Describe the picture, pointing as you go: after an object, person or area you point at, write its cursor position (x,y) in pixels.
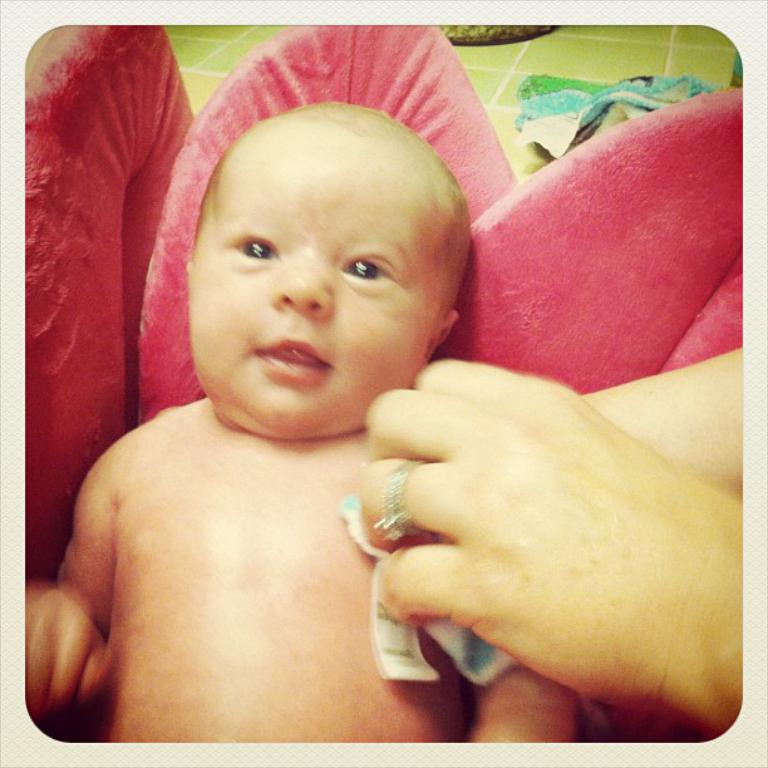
In this image I can see a baby (244,550). On the right side (589,573), I can see a person's hand (479,553) holding a cloth (430,629). In the background (117,346) there is a pink color cushion (121,218). At the top of the image (552,76) I can see few clothes (581,94) on the floor (590,50). This is an edited image.
